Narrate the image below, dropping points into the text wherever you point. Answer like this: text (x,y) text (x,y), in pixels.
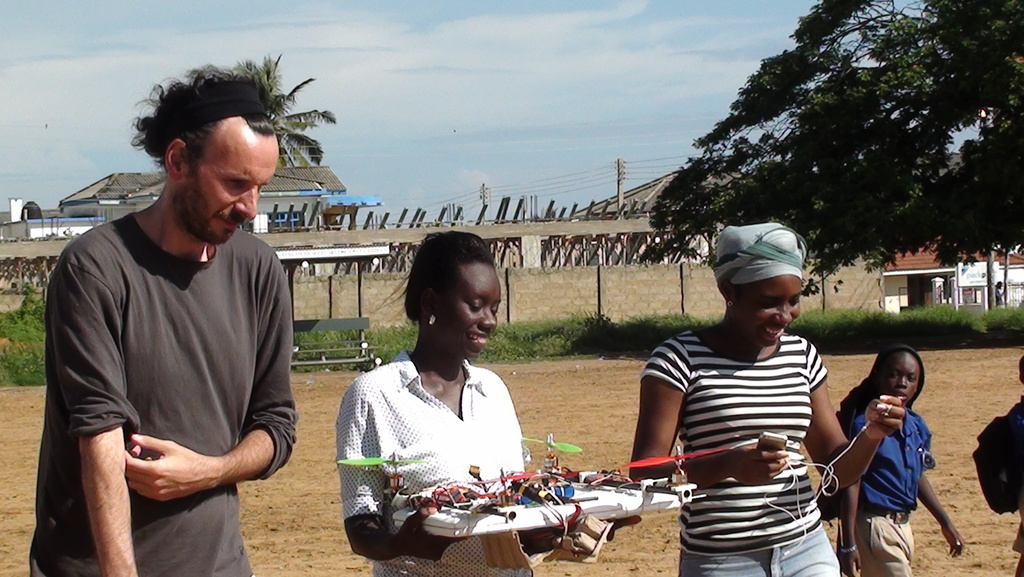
In the image I can see some people (76,460), among them a person (411,570) is holding something and also I can see some houses (928,255), trees (957,238), plants (607,322) and some other things (498,220).
